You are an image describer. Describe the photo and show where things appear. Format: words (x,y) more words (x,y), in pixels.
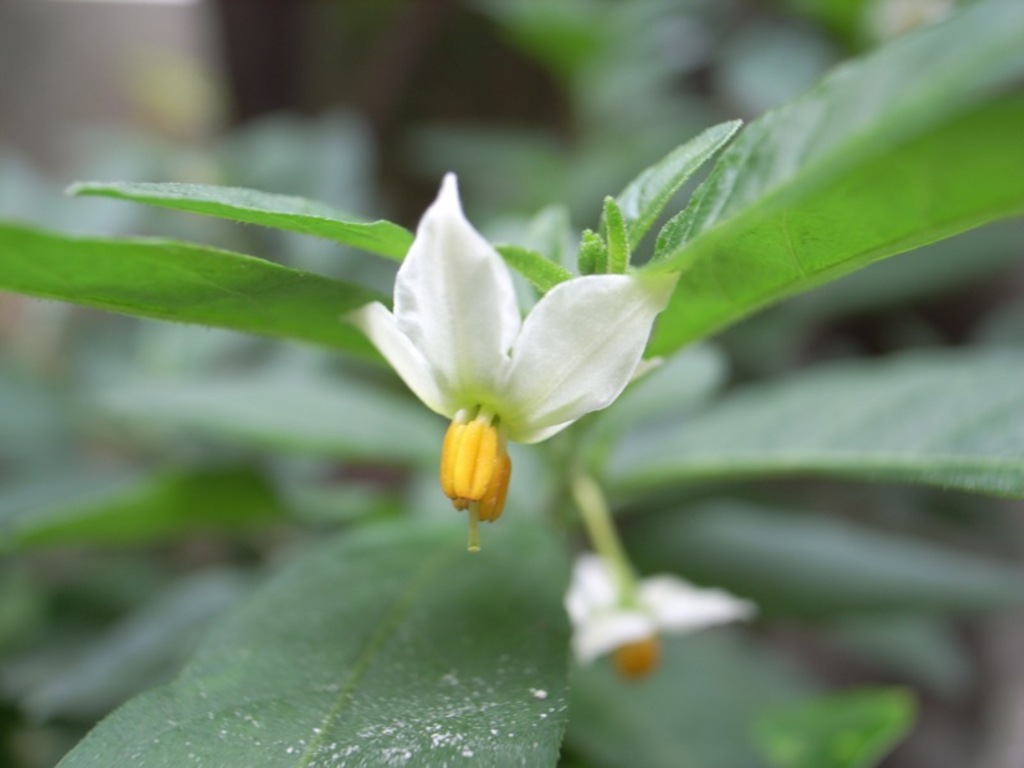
In this image there is a flower (488,431), around the flower (549,400) there are leaves (345,399).
